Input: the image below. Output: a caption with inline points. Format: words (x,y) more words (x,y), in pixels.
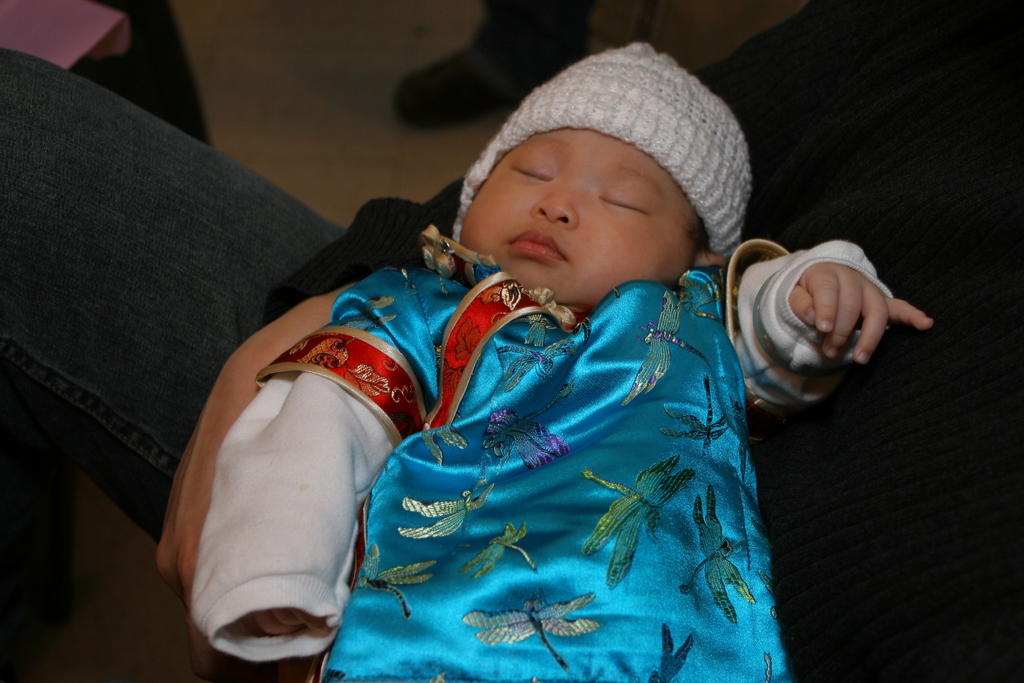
In this image I can see a baby (465,181) sleeping and the baby (615,419) is wearing blue color dress (601,465). I can also see a person (372,259) sitting.
